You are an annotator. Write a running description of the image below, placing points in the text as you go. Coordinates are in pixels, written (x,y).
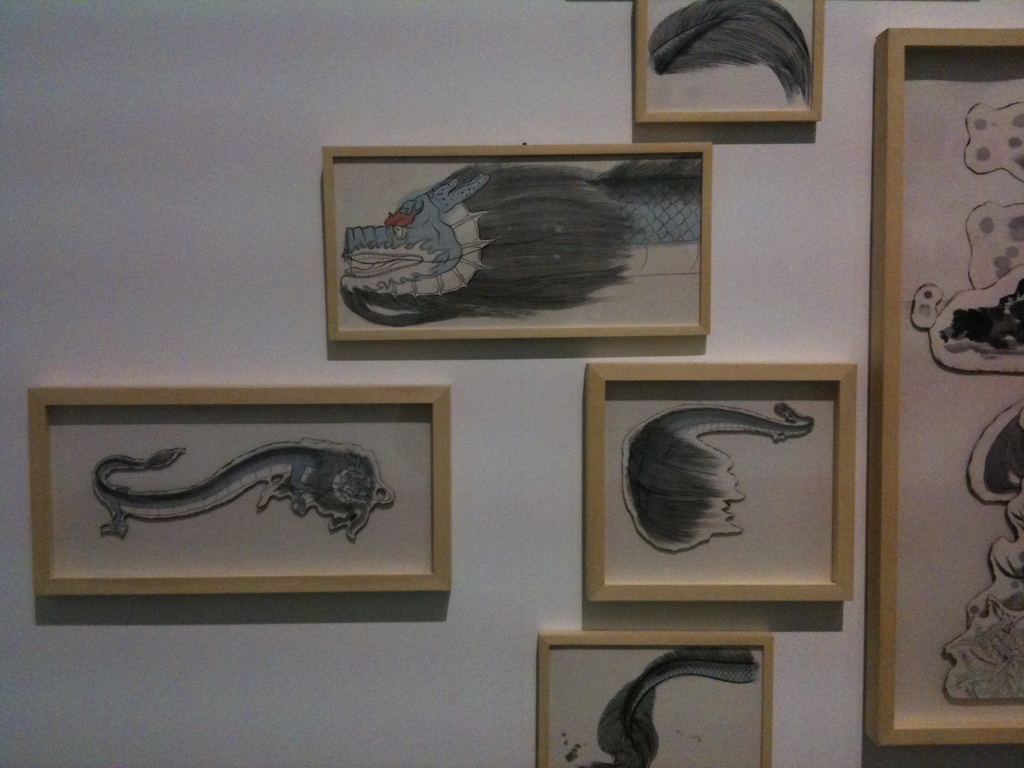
These are the photo frames (549,685), which are attached to the wall (214,221). I think these are the paintings (600,242). This wall (152,68) is white in color.
